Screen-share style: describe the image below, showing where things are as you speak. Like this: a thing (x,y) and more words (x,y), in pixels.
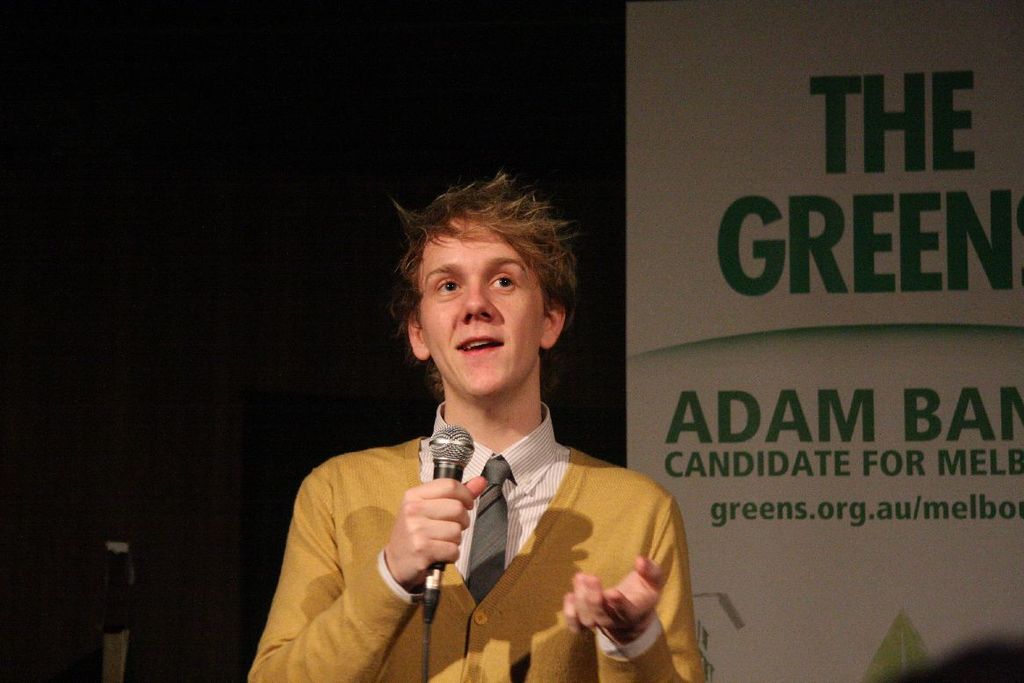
In the given image i can see a person (476,390) holding a mike (438,439) and behind him i can see a board (736,277) with some text (736,277).
